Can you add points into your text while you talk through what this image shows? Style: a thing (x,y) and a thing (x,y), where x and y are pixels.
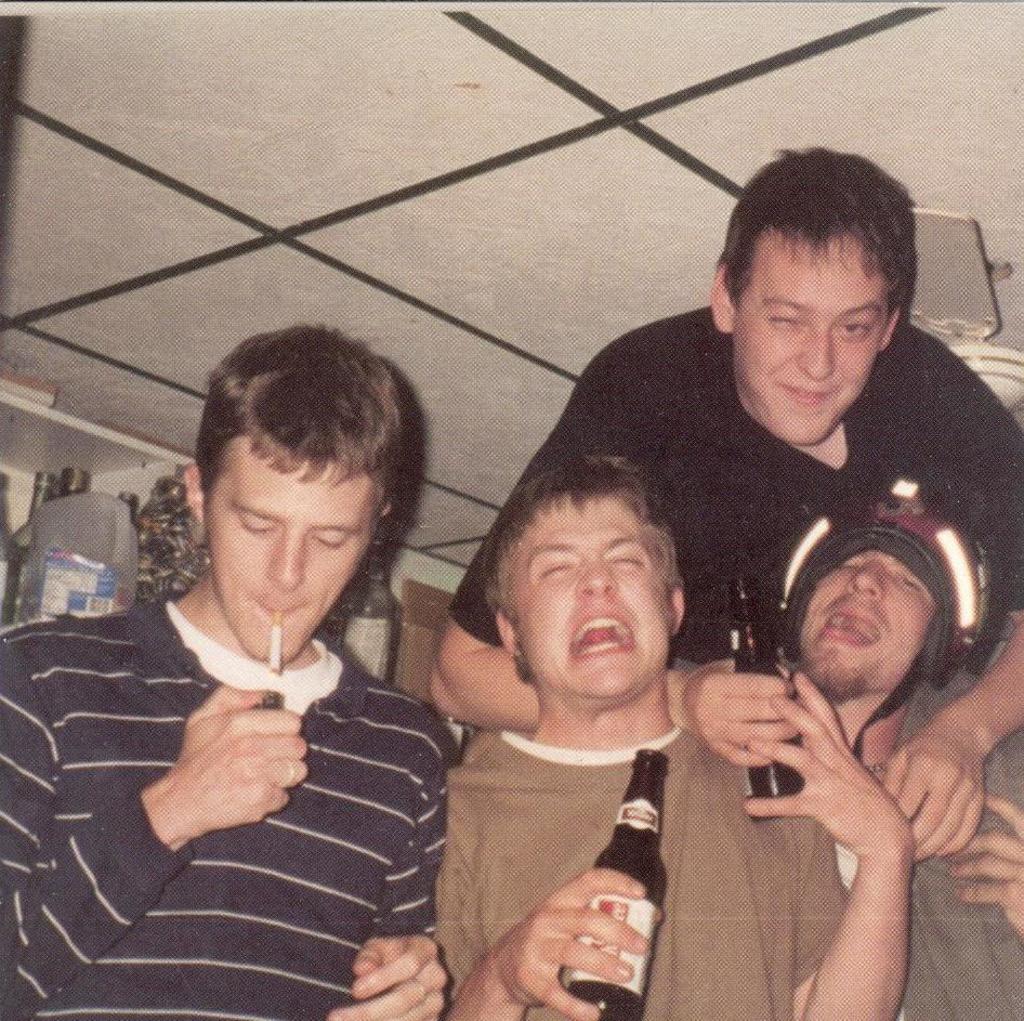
In this picture we can see four persons (522,693) where two are holding bottles (634,1018) in their hands (764,695) and one is lighting cigarette (278,611) kept in his mouth (299,602) and in background (952,283) we can see racks (23,441), bottles (373,569), ceiling (438,289), fan (999,324).
